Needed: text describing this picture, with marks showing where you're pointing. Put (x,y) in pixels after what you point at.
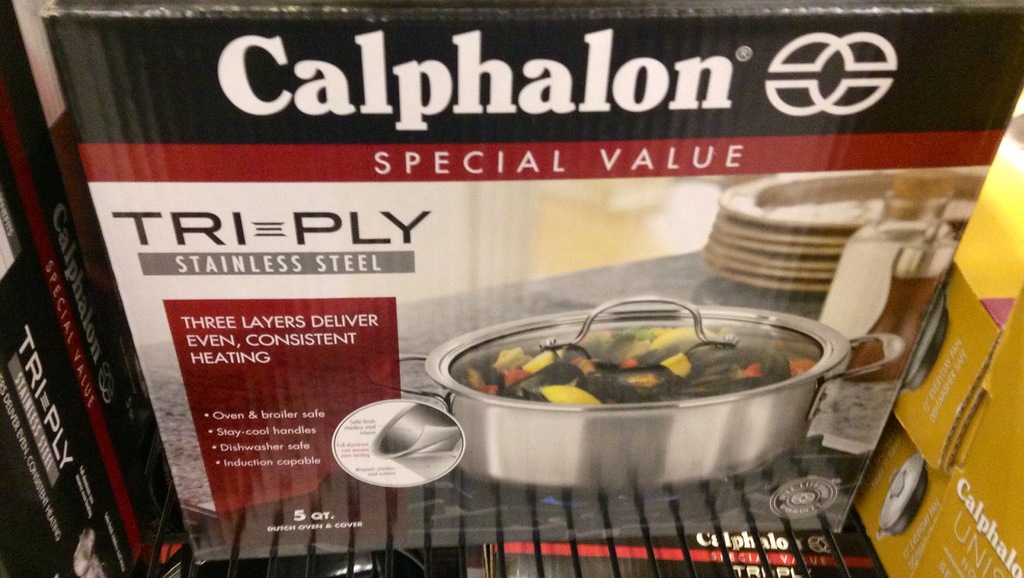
In this image we can see pictures (584,412) of bowls (593,452), plates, bottle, and text (226,359) written on the carton boxes (489,290).
